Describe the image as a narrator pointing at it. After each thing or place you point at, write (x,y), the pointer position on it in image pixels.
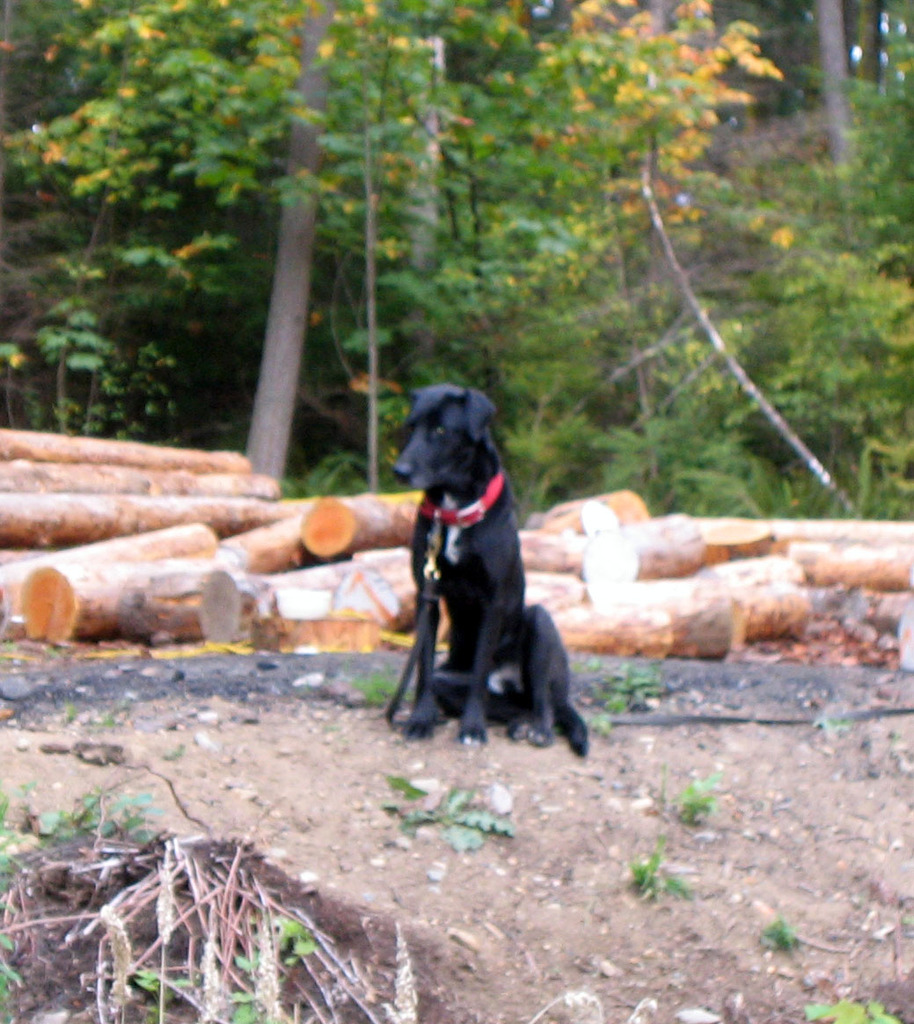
This picture is clicked outside. In the center (444,492) there is a black color dog (474,568) sitting on the ground (505,770) and we can see the trunks (314,501) of the trees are placed on the ground (319,657). In the background (342,136) we can see the trees (612,268) and plants (623,357).
